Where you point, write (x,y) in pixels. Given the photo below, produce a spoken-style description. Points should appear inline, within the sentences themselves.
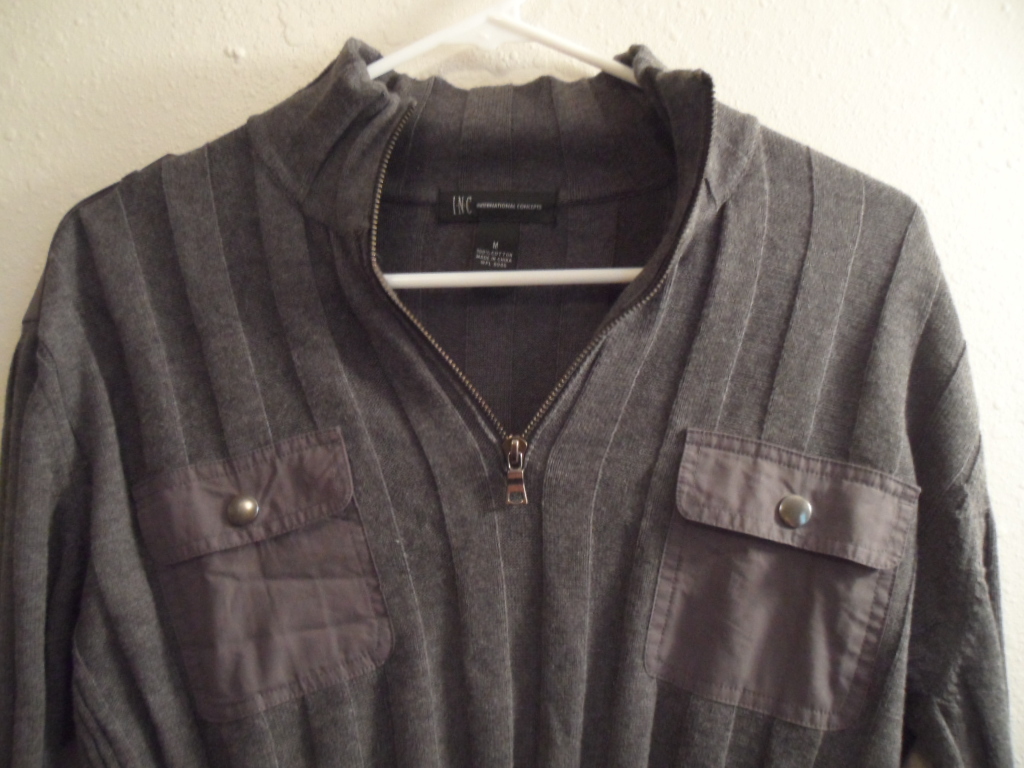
In this image we can see a jacket (541,408) to the hanger (444,35). In the background (214,63) we can see the wall (929,97).
